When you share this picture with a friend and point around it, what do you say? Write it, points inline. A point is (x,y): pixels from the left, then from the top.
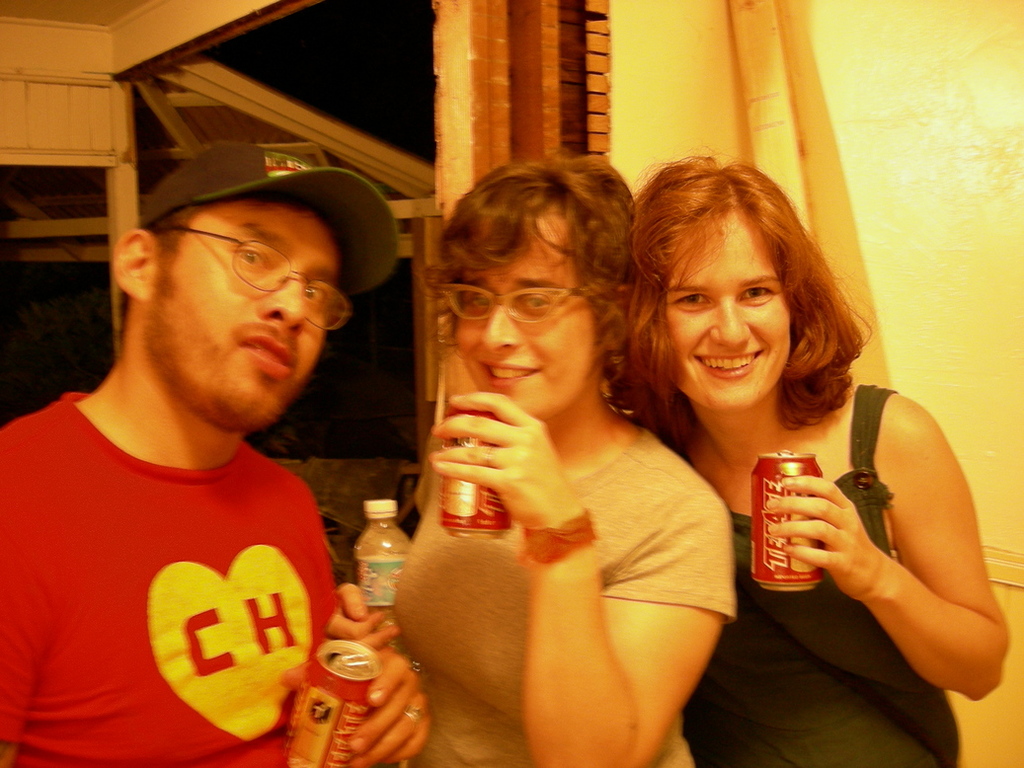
In this image in the foreground (484,624) there are three persons (434,548) who are standing and they are holding coke containers (771,573) and bottle (379,547), in the background (879,175) there is a wall (873,188) and some wooden boards (83,147).
